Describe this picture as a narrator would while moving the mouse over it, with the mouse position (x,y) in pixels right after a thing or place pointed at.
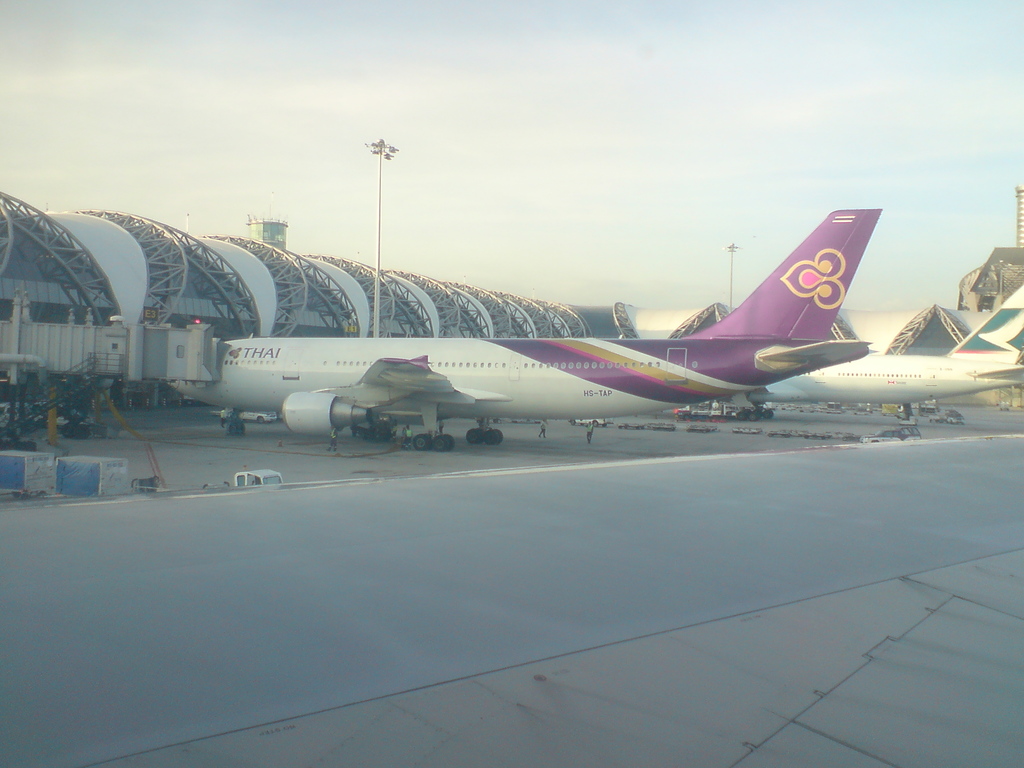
In this picture we can see airplanes (451,444) on the ground (508,431) and we can see sky (563,113) in the background (500,266).
